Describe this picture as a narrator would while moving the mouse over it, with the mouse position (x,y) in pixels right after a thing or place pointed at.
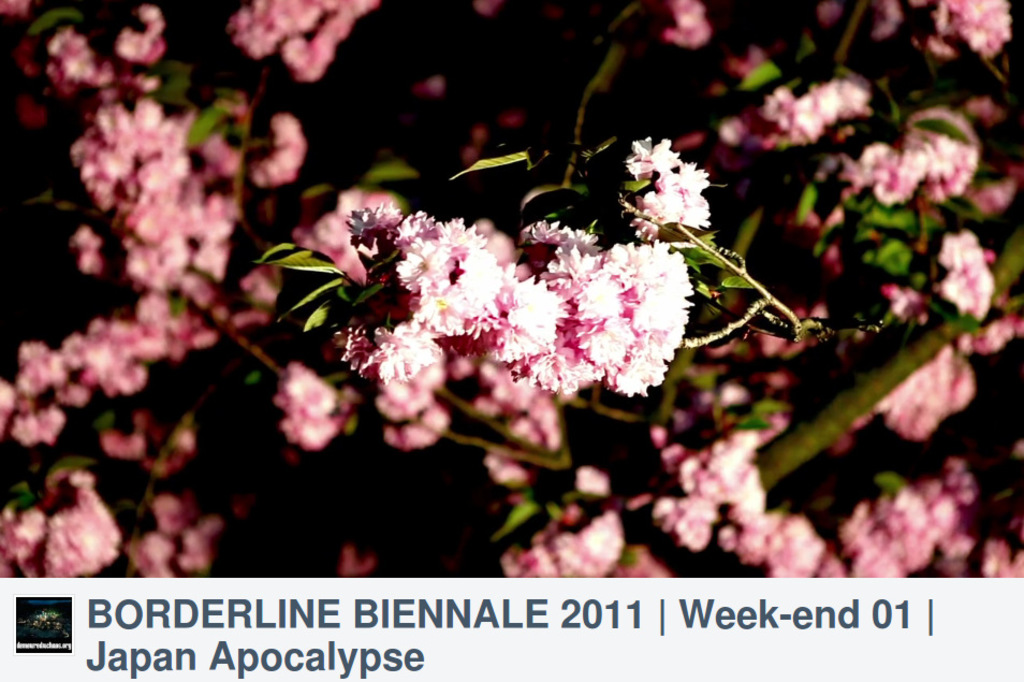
In this image we can see pink color flower (547,309) with leaf (324,292). Background (794,441) stem (809,445) is present. Bottom of the some text (118,610) is written.
